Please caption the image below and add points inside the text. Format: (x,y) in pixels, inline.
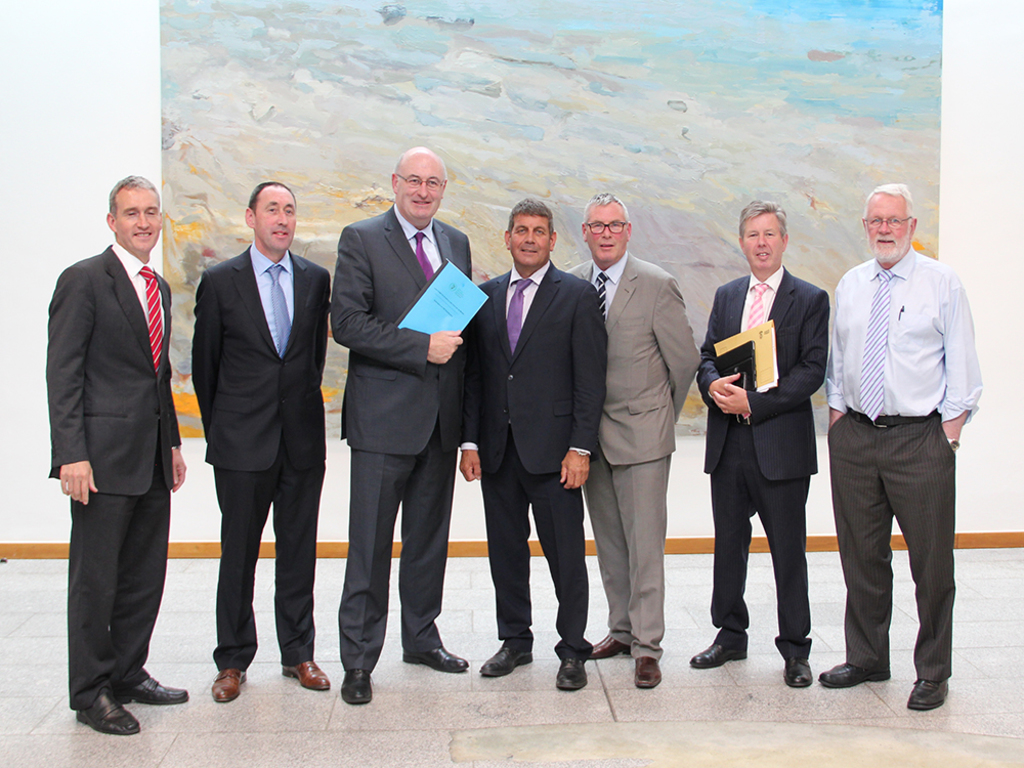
In this picture there is a bald man (440,173) who is wearing spectacle (408,180), suit (408,265), trouser (383,511) and shoe (457,666). He is holding the blue file (432,319). beside him there is another man (548,416) who is wearing black suit (490,367), trouser (564,561) and shoe (509,665). On the right (931,570) there is an old man (934,345) who is wearing shirt (885,362), tie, watch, trouser (924,588) and shoe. In his pocket (919,313) there is a pen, beside him there is another man (723,540) who is wearing shirt (767,301), blazer (785,308), trouser (793,638) and shoe (708,653). He is holding the laptop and yellow file (760,358). Beside him we can see another man (616,371) who is wearing grey, suit (635,341), spectacle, trouser (630,542) and shoe (647,664). On the left (134,415) there is another man (89,472) who is smiling, beside him we can see another man (226,320) who is wearing suit (274,377), trouser (254,487) and brown shoe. they are standing on the floor (614,702). In the back (848,73) there is a painting (653,143) on the wall (78,122).
